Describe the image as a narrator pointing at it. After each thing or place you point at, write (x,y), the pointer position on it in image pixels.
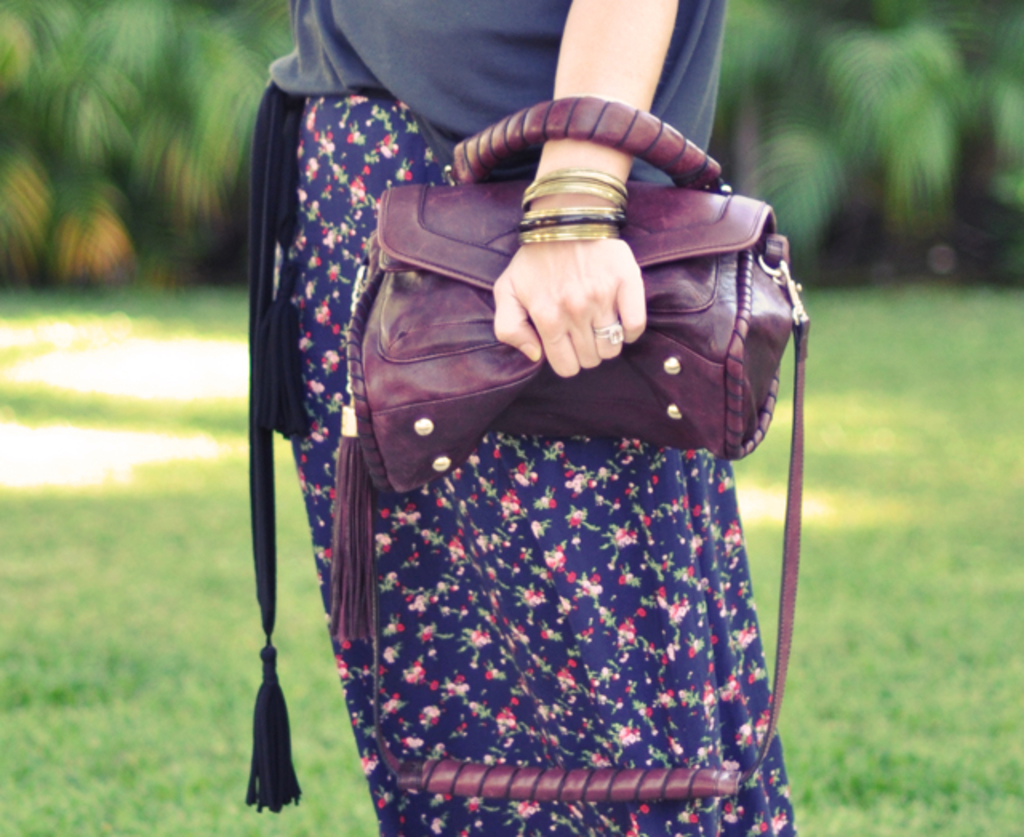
In this image i can see a person (524,465) she wearing a bangles (587,209) on her hand (619,257) and holding a hand bag (405,291) with maroon color and grass (109,655) on the floor (101,433) and back side there are some trees (161,108).
